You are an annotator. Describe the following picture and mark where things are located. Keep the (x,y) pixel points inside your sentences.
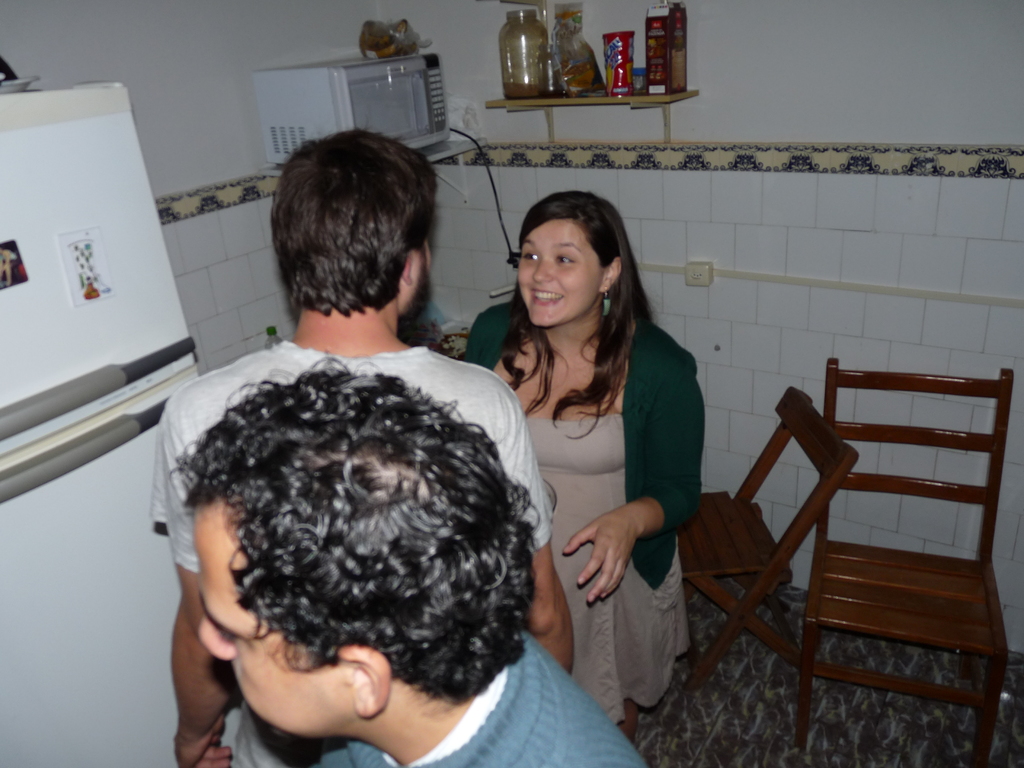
The picture is clicked inside a house (162,299) where there are three people (507,328) are standing and talking to each other and to the left side (73,533) there is an White refrigerator (118,387) and there are two unoccupied chairs (693,559) on the right side (869,552).
